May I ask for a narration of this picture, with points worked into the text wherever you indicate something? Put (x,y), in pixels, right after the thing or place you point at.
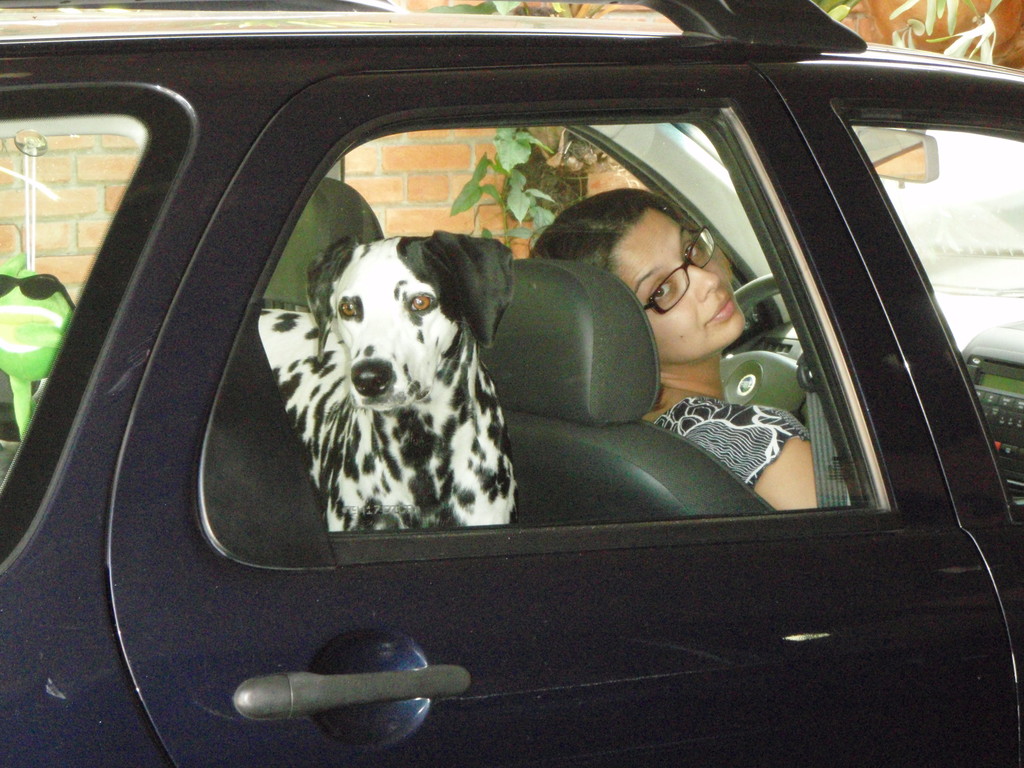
In this picture there is a car (985,147) and a lady (776,425) is sitting in the car (607,319) with a dog (462,358) behind her, the lady (672,312) is wearing spectacles (659,300) and here there is a plant (513,204).
